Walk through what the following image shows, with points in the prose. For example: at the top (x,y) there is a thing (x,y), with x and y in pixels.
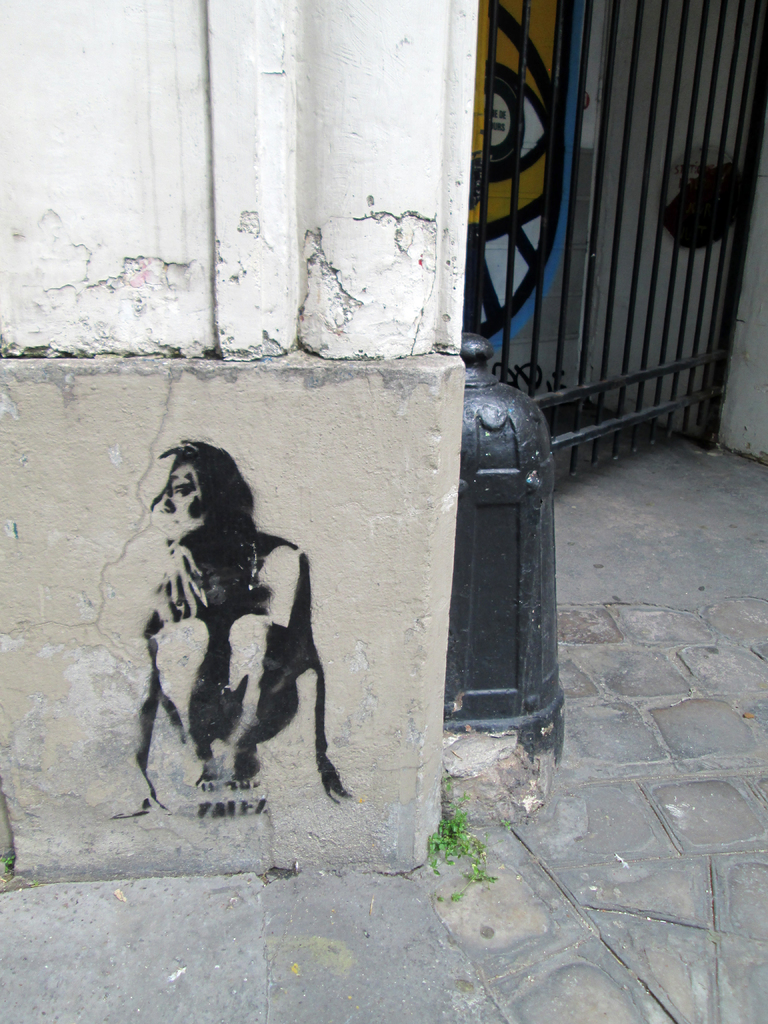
In this picture we can see a sketch (231,766) on the wall (276,659). There is a gate (720,60) on the right side (561,22).
